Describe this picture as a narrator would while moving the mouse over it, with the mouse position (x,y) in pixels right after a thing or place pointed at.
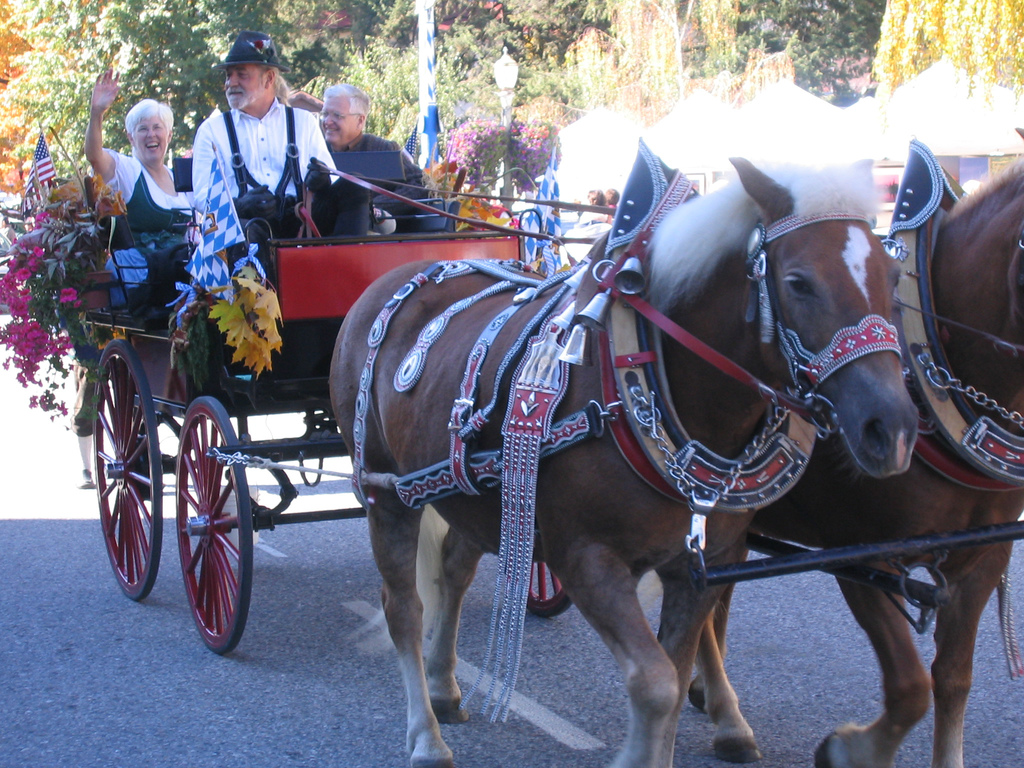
In this image i can see two horses (1006,229) on the road (293,711) there are few belts (518,395) on the horse (801,501), at the back ground (344,132) i can see two man (266,143) and a woman (154,162) sitting on the cart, man (224,171) wearing white shirt (256,122), at the right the man (351,144) wearing black shirt (407,167) at left (150,195) the woman (189,194) wearing white dress (116,180) there are red color flowers (30,277) beside a woman (131,187) and a flag (45,165) at the back ground (359,54) i can see a tree (369,64) and a pole (432,73).
